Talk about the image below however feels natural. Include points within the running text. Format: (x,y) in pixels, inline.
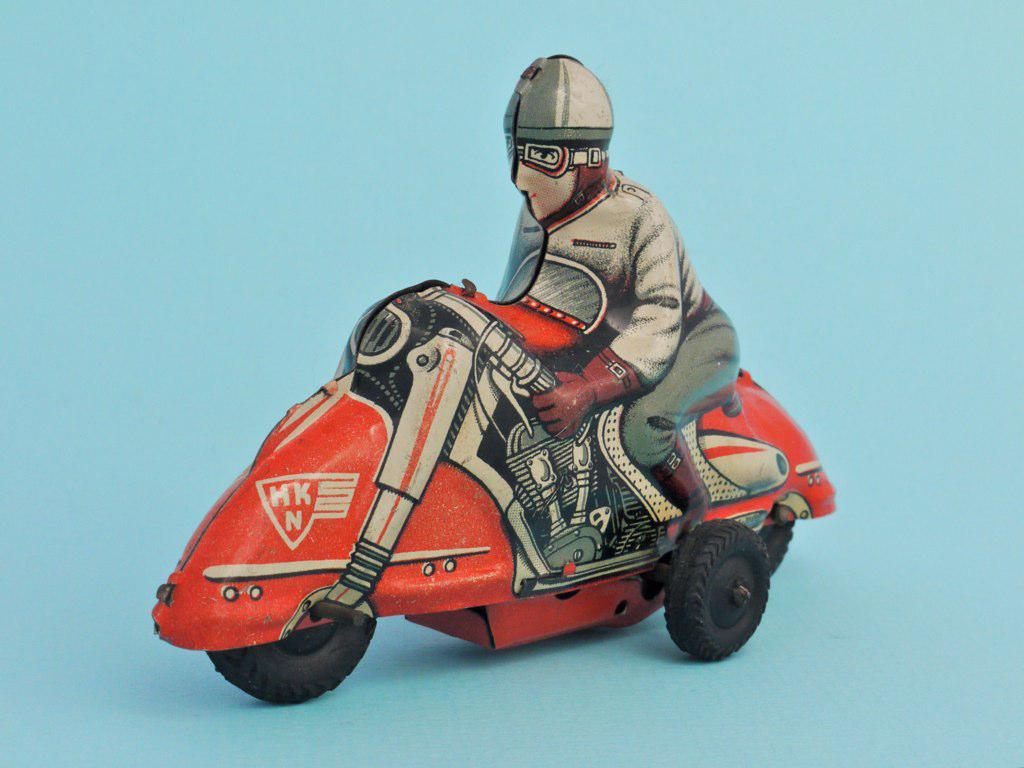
This is the picture of a toy (525,569) of a person (626,261) who is on the bike (583,358) which is in red color.
